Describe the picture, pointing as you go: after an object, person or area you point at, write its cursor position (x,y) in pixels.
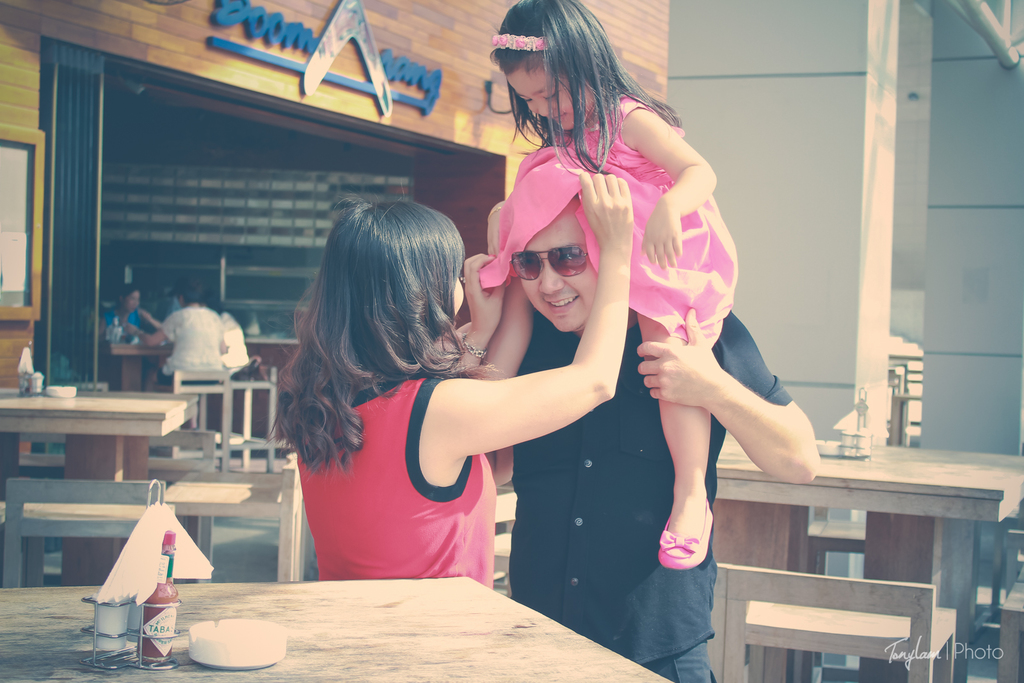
In this picture there is a man (592,300) who is wearing goggles (578,268), shirt (642,532) and trouser (700,681). He is a standing near to the table (582,644). Beside him there is a woman (456,485) who is wearing the red t-shirt (469,521). There is a girl (610,88) who is a sitting on the man's shoulder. On the table (87,644) I can see the tissue paper (144,565), sauce bottle (170,630) and cup (231,644). Behind them I can see the tables (838,499) and chairs (815,576). On the left (201,316) I can see the group of person (109,325) were sitting near to the wall (290,317). In the bottom right corner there is a watermark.
